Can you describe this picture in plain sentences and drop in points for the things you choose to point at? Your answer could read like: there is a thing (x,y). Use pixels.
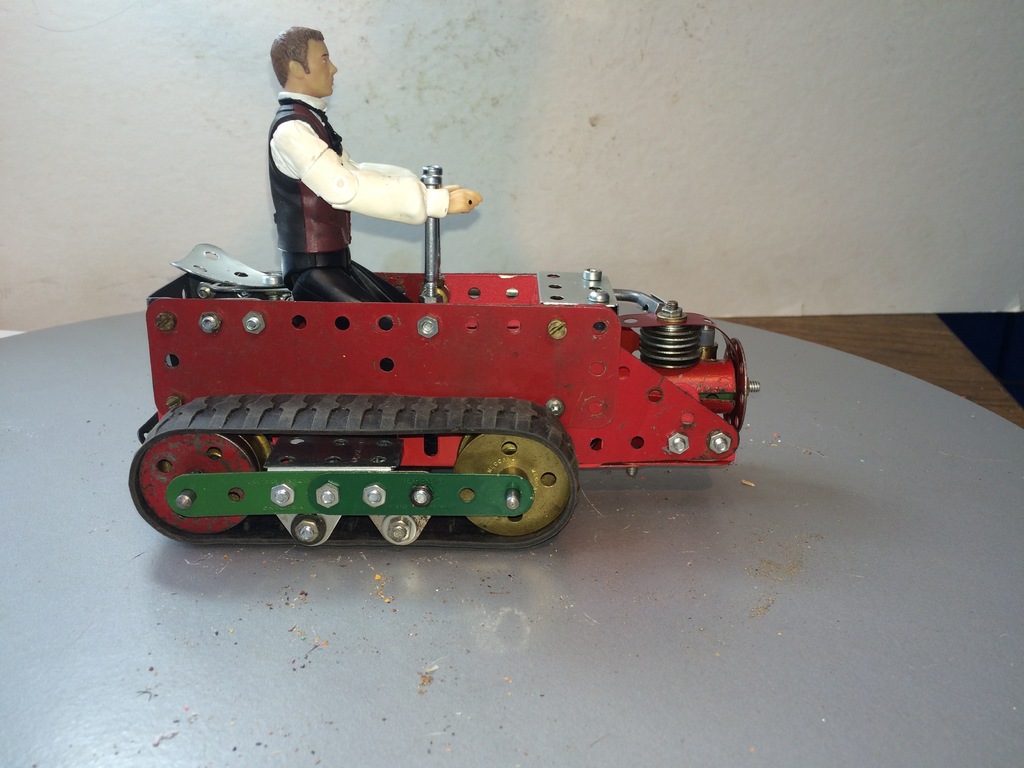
In this image I can see a toy (325,147) in the crawler vehicle (416,375). I can see the wooden table (902,357) on the right side (906,345). In the background (713,198), I can see the wall (598,186).
